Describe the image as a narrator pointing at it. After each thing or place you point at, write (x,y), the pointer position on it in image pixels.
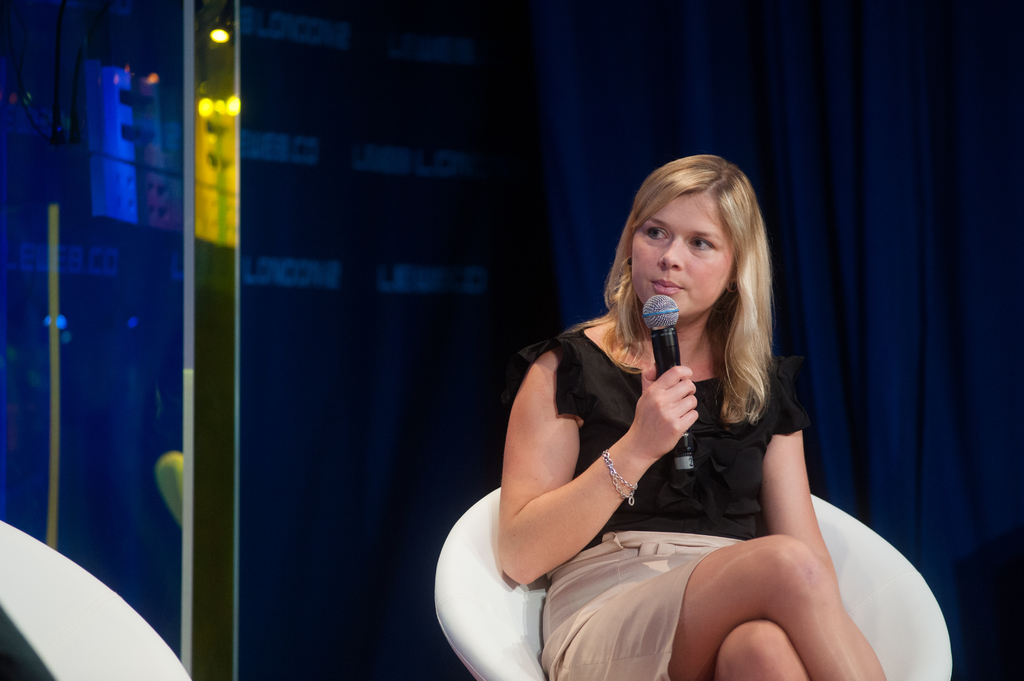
Here in this picture we can see a lady (621,584) sitting in the chair (543,587). She is holding a mic (672,354) in her right hand (662,417). To her right hand (622,474) there is a bracelet (626,479). Behind her there is a blue curtain (796,139).
